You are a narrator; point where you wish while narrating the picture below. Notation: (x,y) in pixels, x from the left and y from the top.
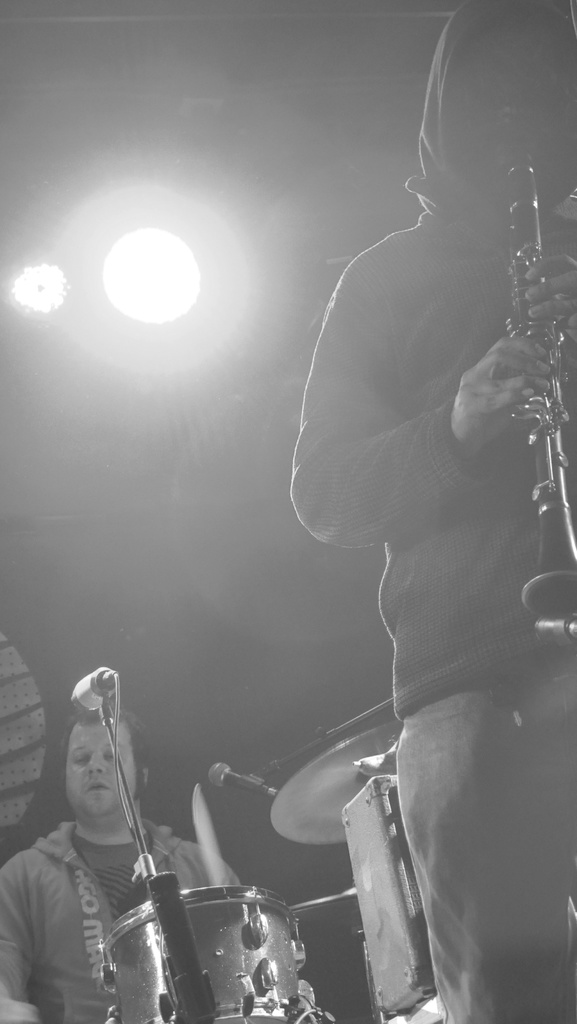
In the left bottom (43,855), a person (56,858) is half visible who's playing a drums (219,946). In the right (449,956), a person (541,802) is half visible who's playing a clarinet (534,400). In the left top (14,291) a focus light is visible. This image is taken on the stage (197,629).
